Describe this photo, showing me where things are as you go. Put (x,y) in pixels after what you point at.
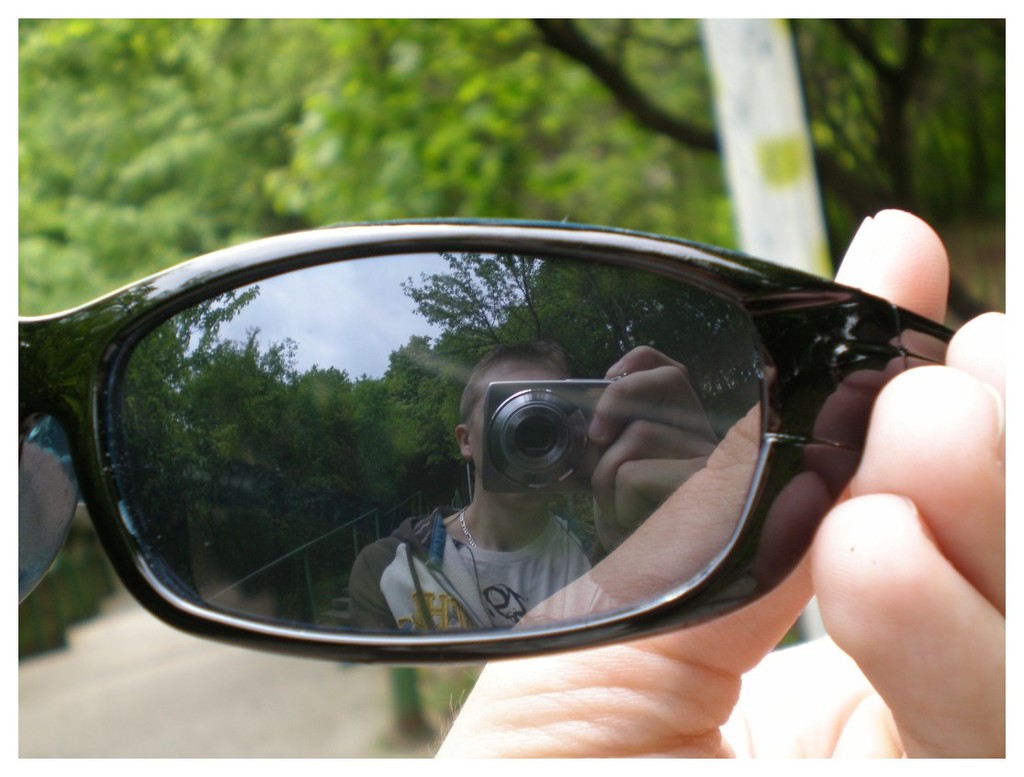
This image is taken outdoors. In the background (485,177) there are a few trees (644,105). At the bottom of the image (178,718) there is a path (93,671) and there is a hand (935,541) of a person (917,478) holding specs (377,474) in the hand (675,496). We can see the reflection (652,514) of a person (603,486) holding a camera (571,485) in the hand (659,455) on the specs (478,572).
